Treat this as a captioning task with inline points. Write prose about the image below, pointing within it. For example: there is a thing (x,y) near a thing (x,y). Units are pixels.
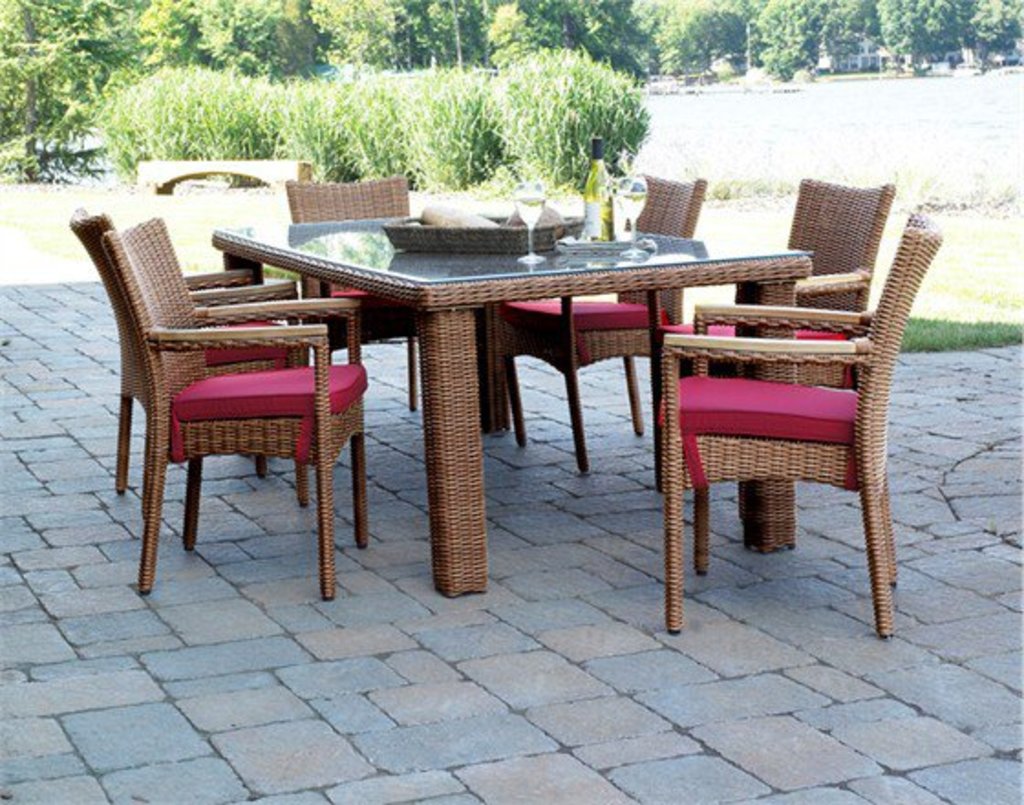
In this image we can see a dining table (761,364), tray (612,251) with beverage bottle (601,212) and glass tumblers (628,207) in it and a woven basket (504,223). In the background (457,91) there are bushes (440,113), trees (639,19), buildings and grass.
